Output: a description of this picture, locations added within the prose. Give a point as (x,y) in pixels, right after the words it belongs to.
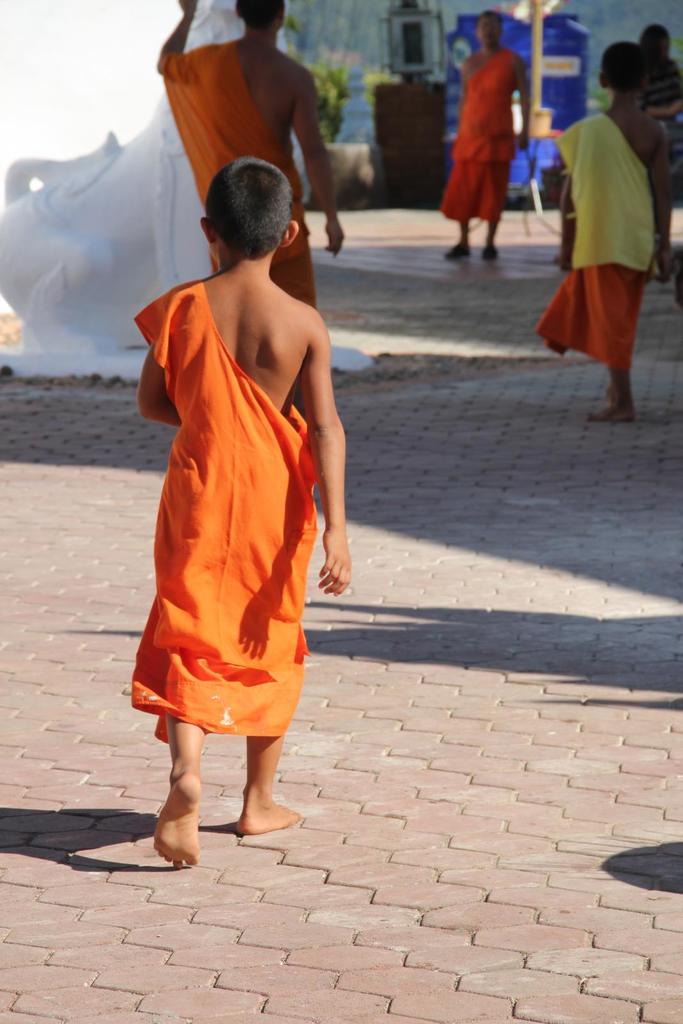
In this picture we can see two kids (272,500) walking, there are three persons (658,96) in the background (658,114), on the left side (110,198) there is a statue (72,259), we can see a pole (538,89), a drum (562,101) and a plant (370,89) present in the background (319,95).
